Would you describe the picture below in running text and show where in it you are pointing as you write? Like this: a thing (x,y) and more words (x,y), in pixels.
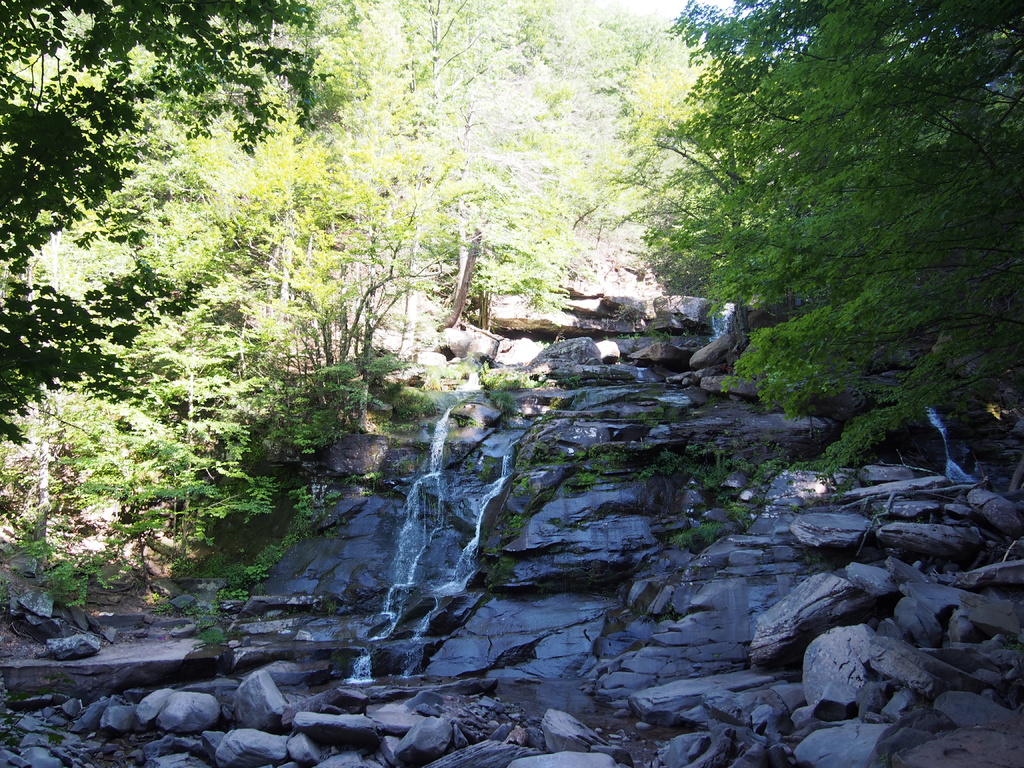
This image is taken outdoors. At the bottom of the image (433,698) there are a few rocks (279,684) and stones (241,704) on the ground (634,724). In the background (557,207) there are many trees (389,297) and plants (58,570). In the middle of the image (517,462) there is a waterfall (462,584) and there are many rocks (632,510).
